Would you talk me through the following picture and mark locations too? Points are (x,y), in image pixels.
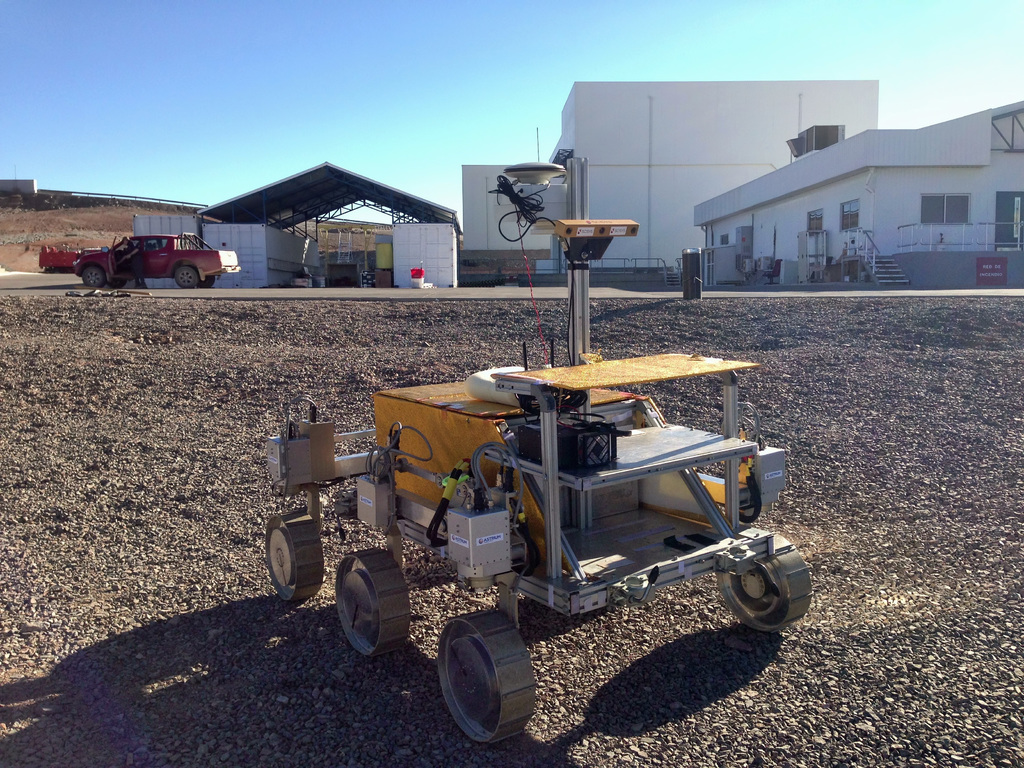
This looks like a machine (507,611) with wheels (530,673). These are the buildings (720,174). I can see the stairs (883,261). These are the windows (843,216). This looks like a small truck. I think this is the shelter (307,191) with a roof (321,200).
